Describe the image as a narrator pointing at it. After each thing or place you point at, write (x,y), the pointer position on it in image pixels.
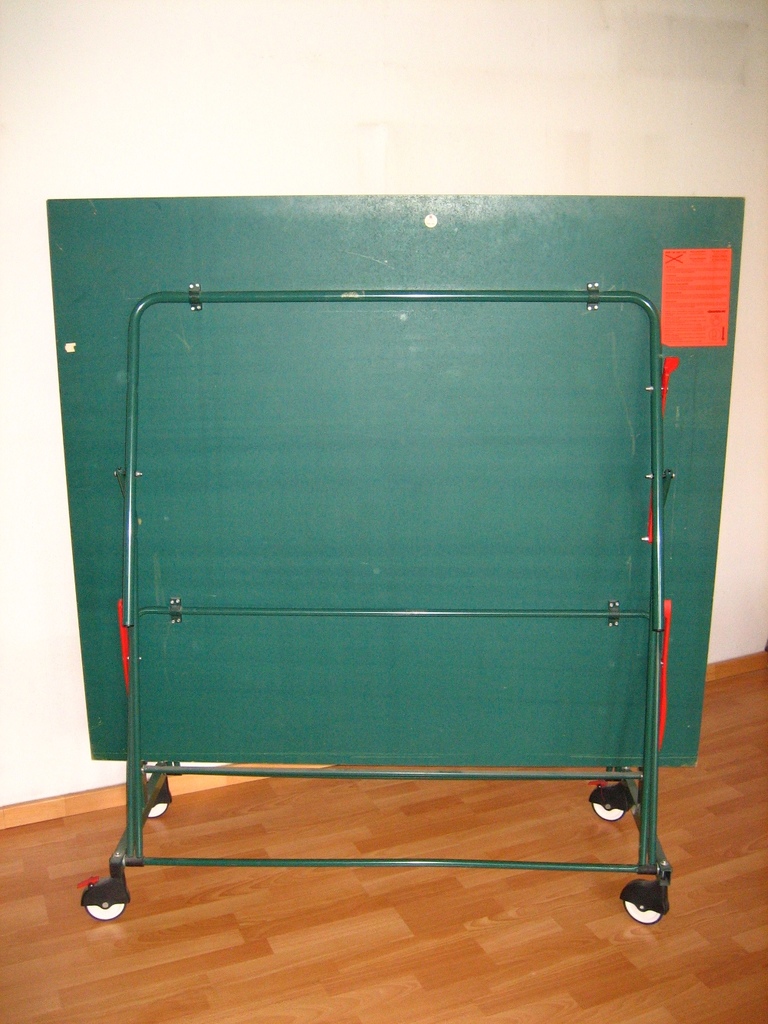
This image is taken indoors. At the bottom of the image (401,902) there is a floor (251,885). In the background (383,173) there is a wall (763,629). In the middle of the image (314,456) there is a board (150,490) on the stand (642,868).
